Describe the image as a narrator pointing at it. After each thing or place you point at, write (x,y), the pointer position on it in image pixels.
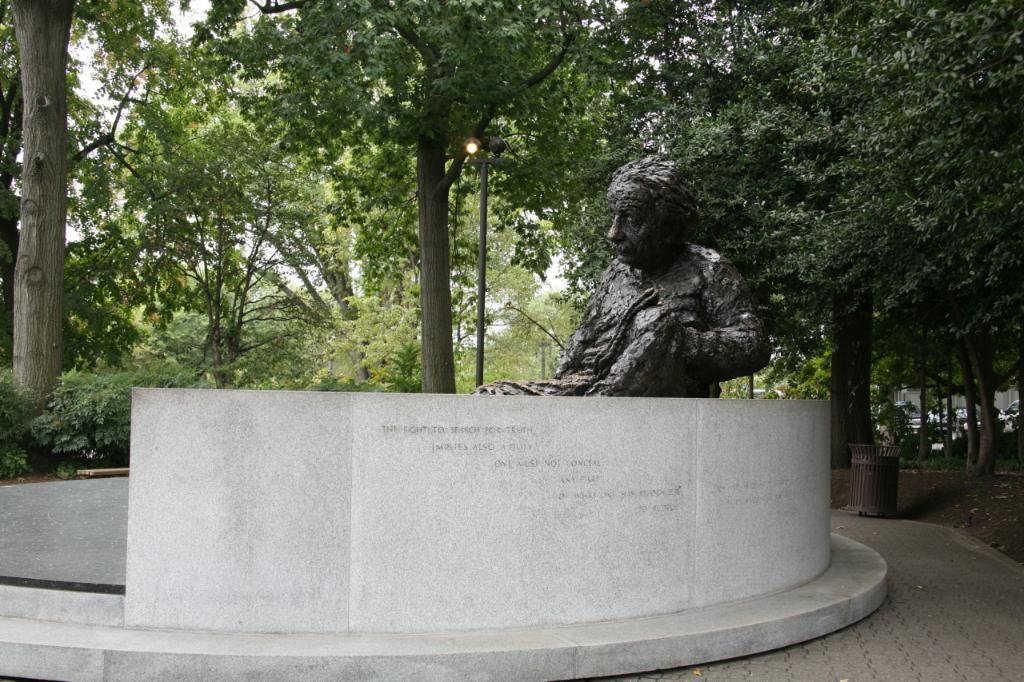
Here I can see a wall (520,471) on which there is some text (543,456). Behind the wall (626,472) there is a statue (644,271) of a person (626,306). In the background (868,134) there are many trees (551,178). In the middle of the image (480,262) there is a light pole (479,263). On the right side (885,490) there is a dustbin (877,492) placed on the ground (924,517). In the background (898,402) there is a building (907,392) and few vehicles (930,418).
